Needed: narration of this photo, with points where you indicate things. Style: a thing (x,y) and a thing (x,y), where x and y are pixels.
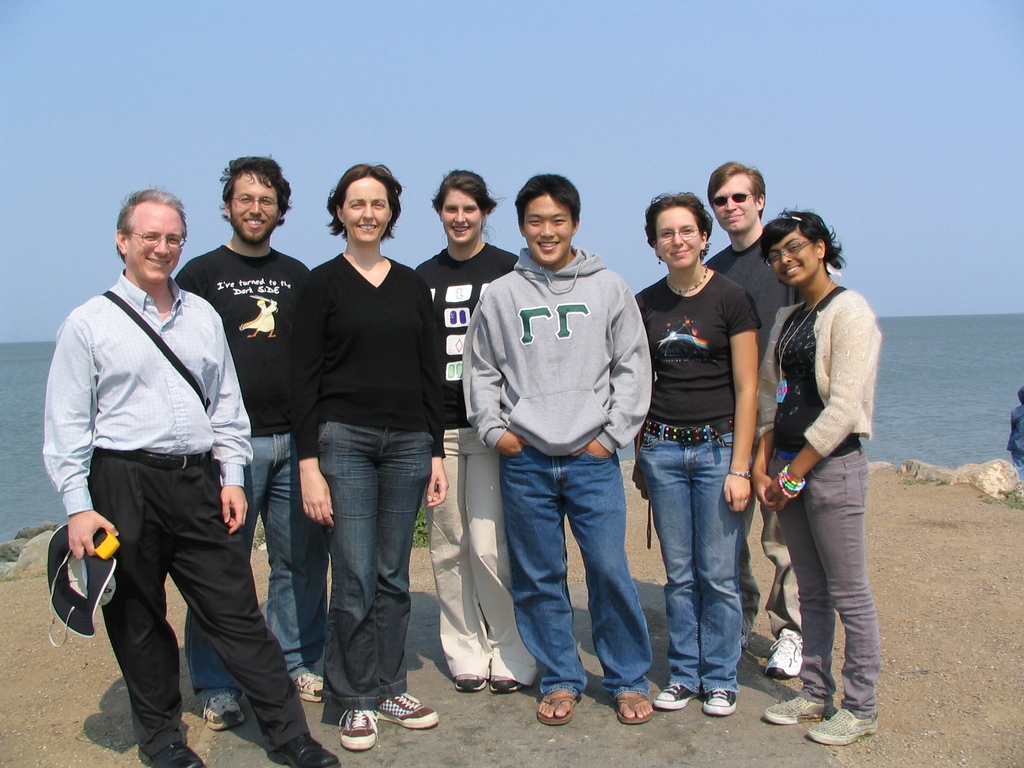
In this picture I can see there are a group of people (377,448) standing here and one of them is holding a cap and one of them is wearing a grey hoodie (561,401) and they are standing on the cliff (806,721) and there is a ocean (37,413) in the backdrop (959,423).
